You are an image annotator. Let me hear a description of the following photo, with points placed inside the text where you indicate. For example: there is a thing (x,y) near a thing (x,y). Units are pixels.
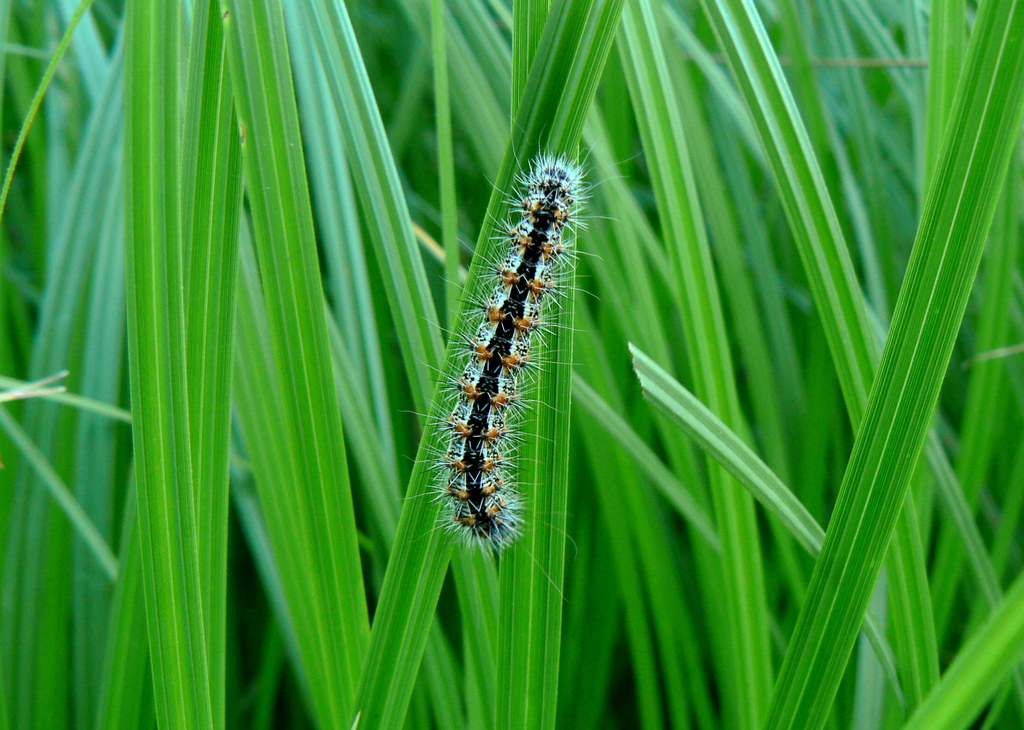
In this image there is an insect (519,325) on the leaf (541,416), and there are plants (557,350).
